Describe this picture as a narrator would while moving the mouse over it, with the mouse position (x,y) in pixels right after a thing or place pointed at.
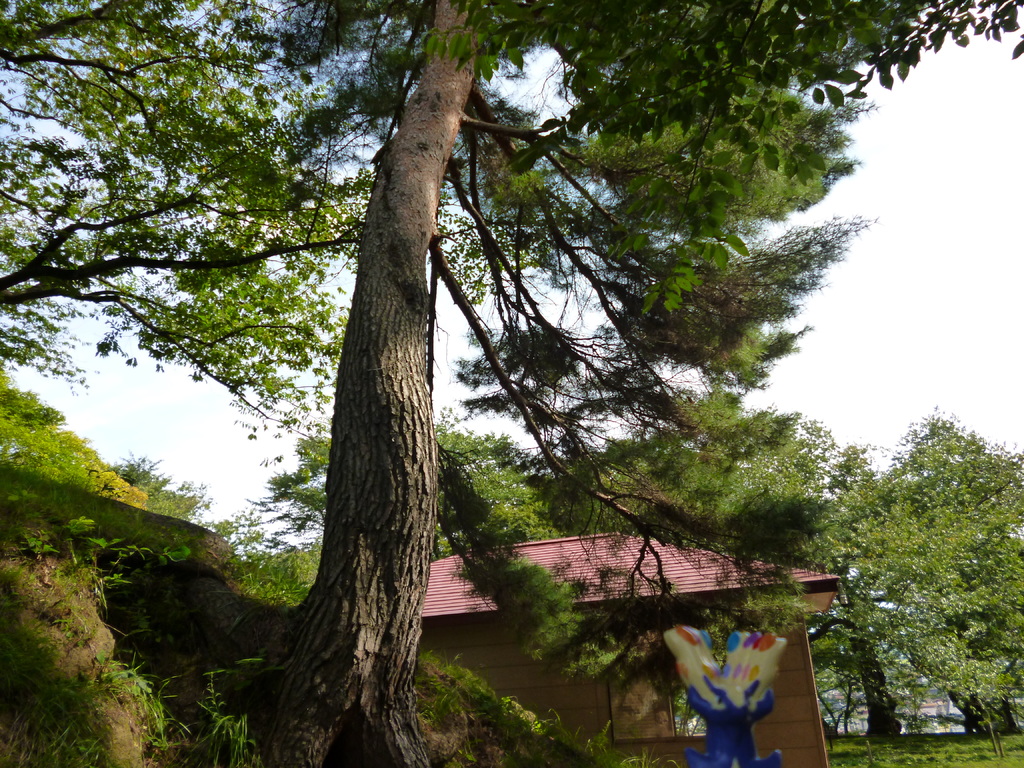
In the center of the image (525,432) we can see trees (529,491), house (637,546), hills (148,516), grass (131,513) are present. At the bottom of the image (875,750) ground (862,746) is there. At the top of the image (963,240) sky (937,299) is there.
